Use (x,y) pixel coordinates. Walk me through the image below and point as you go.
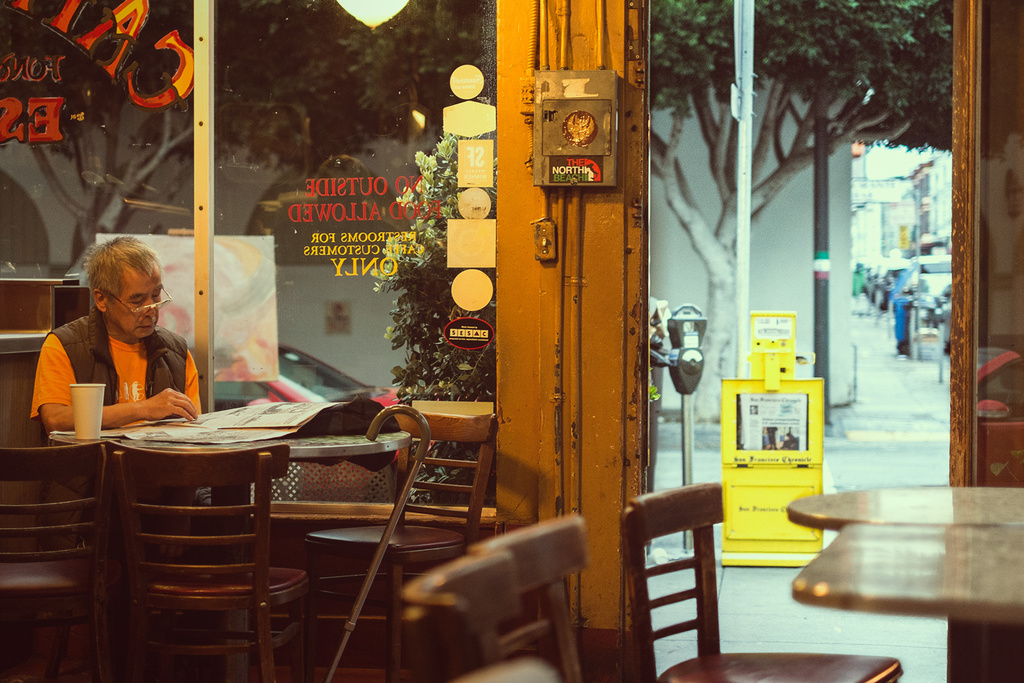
In this image on the left (153,375) there is a man (118,355) sitting on the chair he is reading news paper (187,424), in front of him there is a table (236,502) and chairs (174,460). In the background (889,464) there is a window (394,158), door (956,317), pole (739,117), cars (930,298), tree (783,73) and road (903,464).
